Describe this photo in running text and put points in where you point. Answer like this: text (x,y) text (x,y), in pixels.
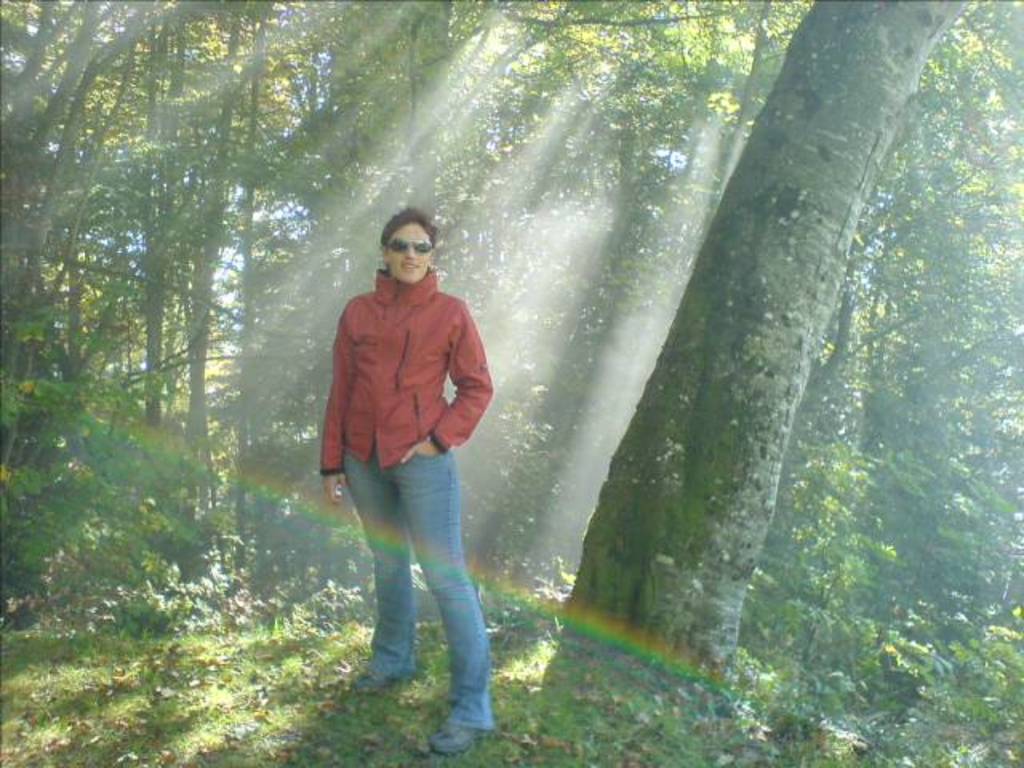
In this picture there is a woman (376,317) who is wearing goggles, jacket (366,354), trouser (377,529) and shoes (388,678). Besides her I can see the trees (812,486), plants (946,480) and grass (598,648). Behind her I can see some sun's light beam (469,291). In the background (227,248) I can see the sky (258,217).
